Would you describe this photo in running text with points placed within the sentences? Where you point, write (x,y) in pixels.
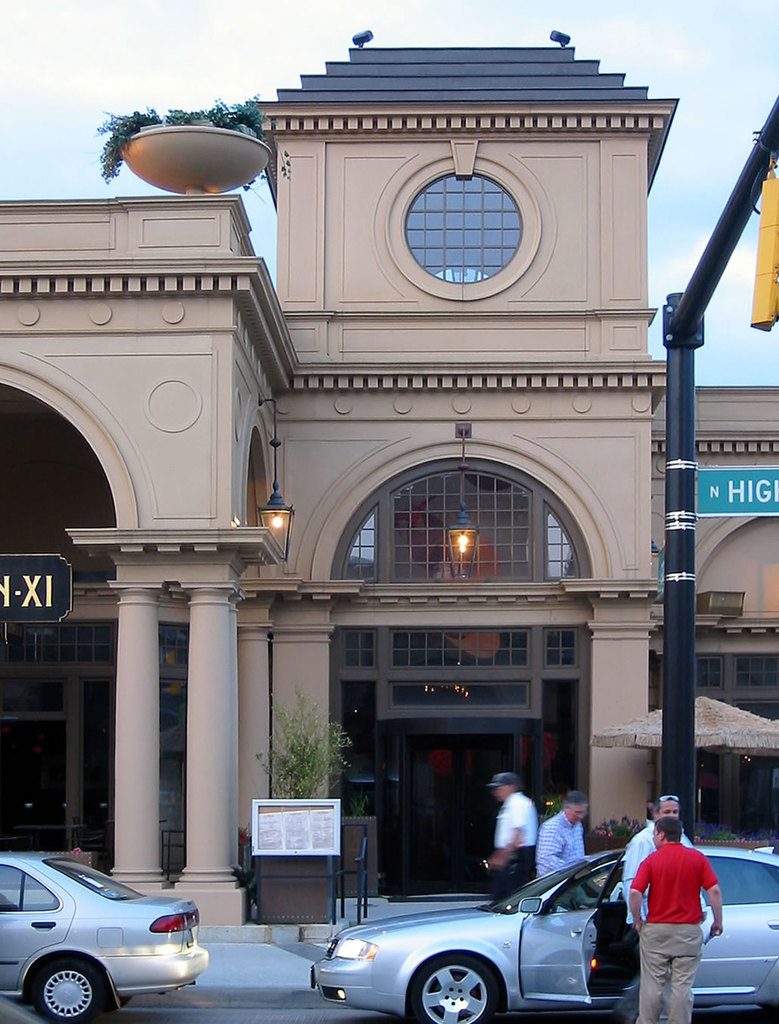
This picture is taken from outside of the building (489,764). In this image, on the right side (649,983), we can see two men (718,933) are standing on the road (217,1009). On the right side (746,886), we can also see a car (582,907) and a pole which is in black color. On the left side (180,923), we can also see another car (33,879) which is placed on the road (155,1011). In the background (316,834), we can see two men (564,832), board (37,576), plants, pillars (634,631), building (454,716), glass window (55,736). At the top (221,90), we can see a sky (211,76).
